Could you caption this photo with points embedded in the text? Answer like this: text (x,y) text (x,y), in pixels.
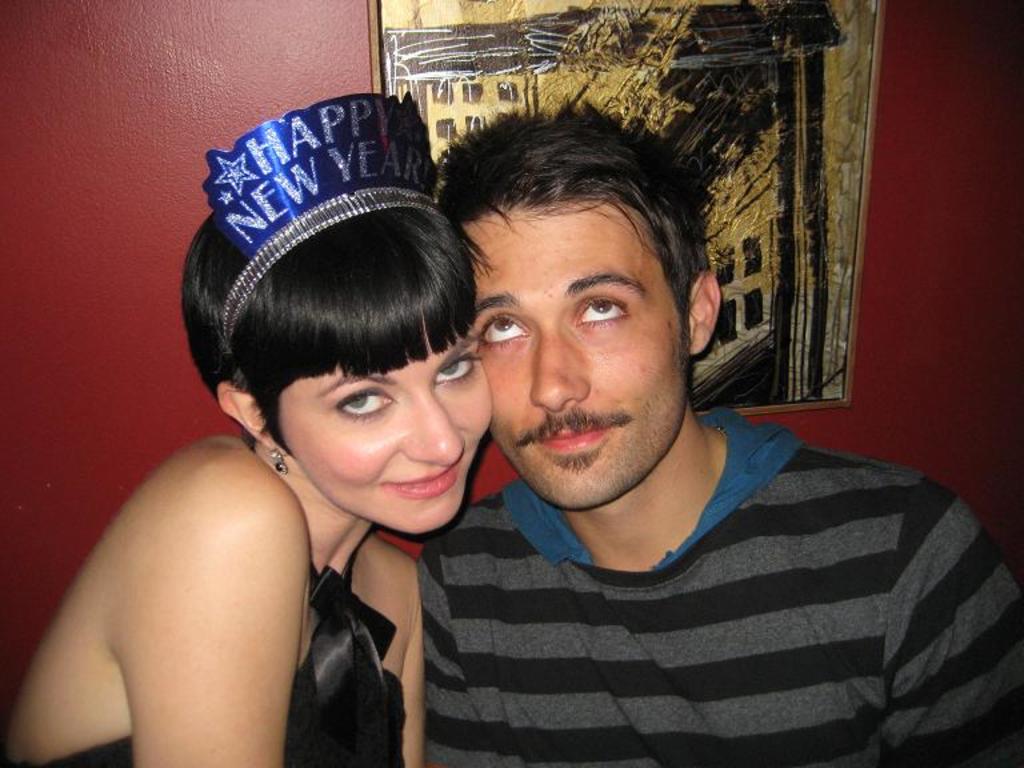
In the picture I can see a woman (300,717) wearing black color dress (294,680), headband (321,194) on her head (351,428) and earrings (273,454) is on the left side of the image (198,636) and we can see a man (609,465) wearing black color T-shirt (690,666) is on the right side of the image (800,543). In the background (717,188), I can see a photo frame (606,76) on the maroon color wall (141,290).
